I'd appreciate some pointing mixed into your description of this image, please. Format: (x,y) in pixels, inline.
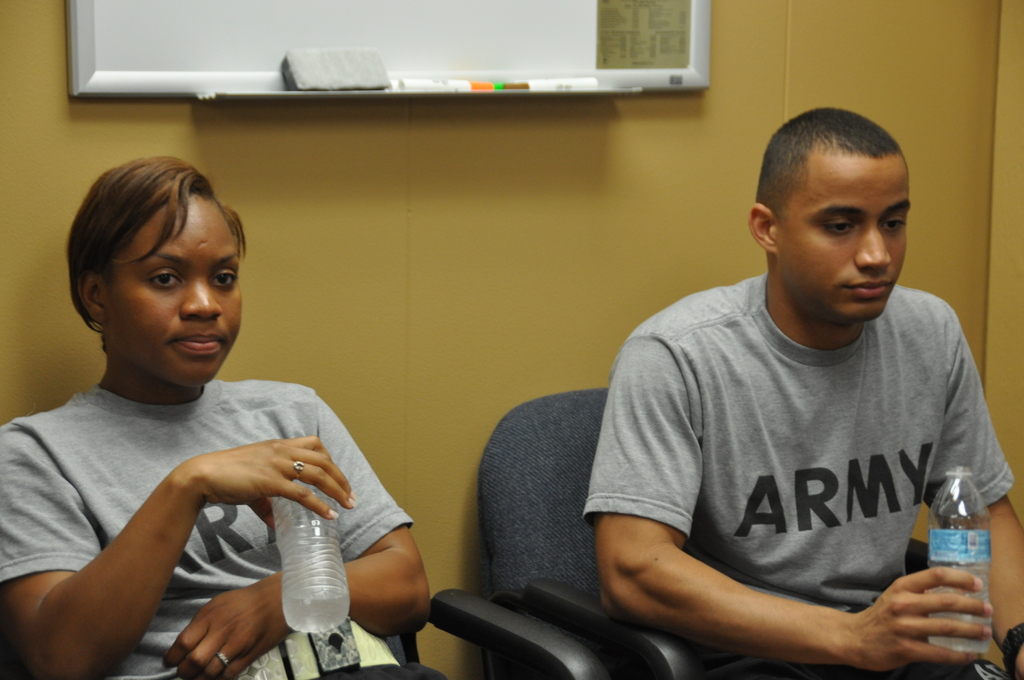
There are two persons (774,401) in the image, the person (808,448) in the right (755,479) is sitting on a chair (578,496) holding a bottle (974,559) in his hand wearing a t-shirt (831,440) with a name army. The person (153,481) on the left (219,501) is sitting on a chair (452,619) wearing grey colour t-shirt (201,542) and holding a bottle (298,549) in her hand (256,471). In the background (501,261) there is a wall (591,155) and a board (543,44) with a duster (383,65) attached to the wall (735,113).
